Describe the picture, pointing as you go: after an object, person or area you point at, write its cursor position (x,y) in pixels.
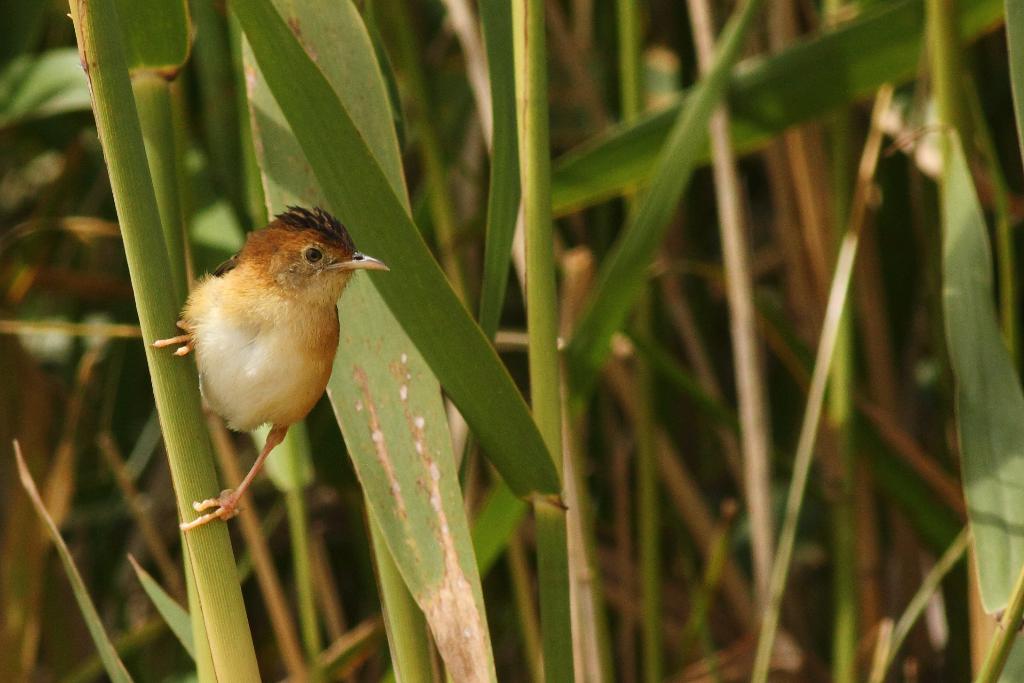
In this picture there is a bird (317,248) on the left side of the image (268,339) on a leaf (185,415) and there are plants (484,190) in the background area of the image (560,190).
